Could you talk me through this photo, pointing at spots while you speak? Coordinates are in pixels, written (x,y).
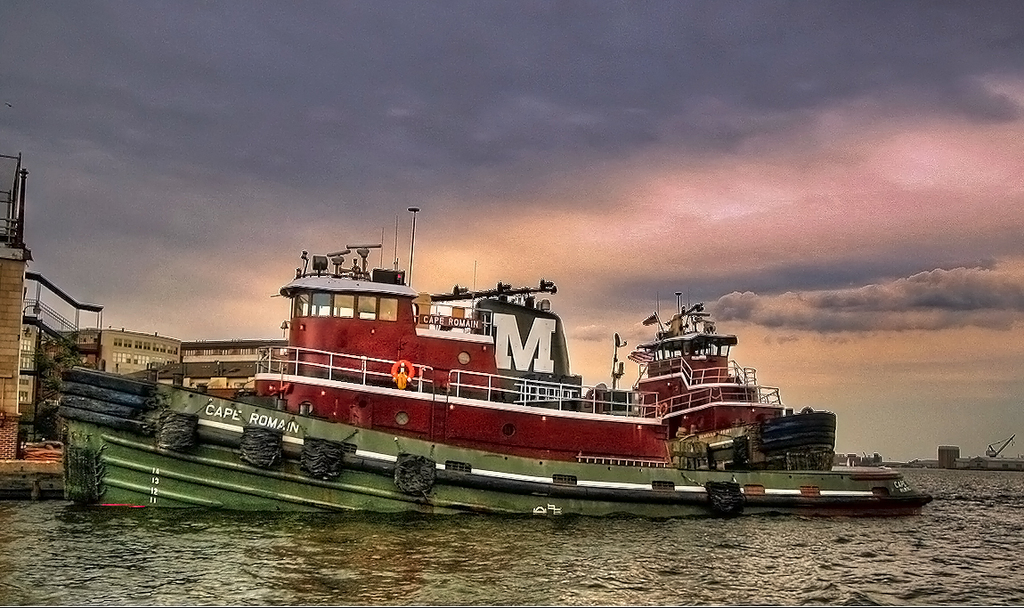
In this picture I can see the water (935,555) on which there are 2 ships (446,364) and I see something is written on the left ship (439,363). In the background (11,417) I can see the buildings (138,358) and the sky (720,202) which is a bit cloudy.
